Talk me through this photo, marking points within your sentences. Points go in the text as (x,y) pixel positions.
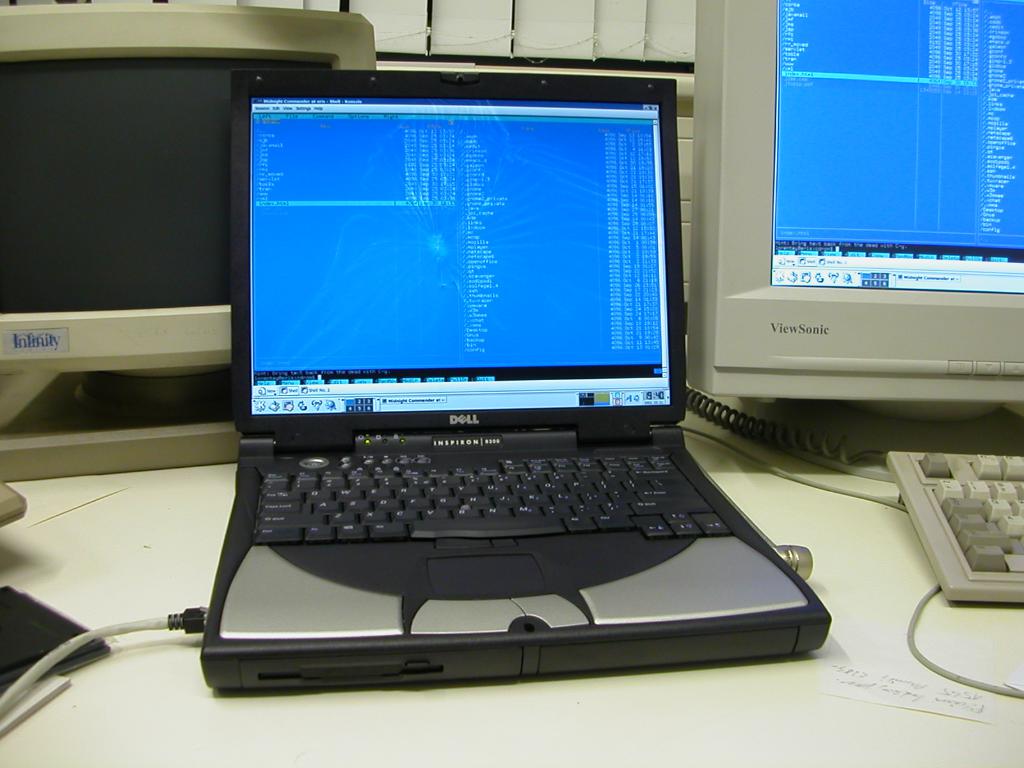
Here in this picture we can see a laptop (470,456) and a couple of monitors (152,245) and key boards (935,541) present on the table (891,582) over there and we can also see cable wires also present over there.
